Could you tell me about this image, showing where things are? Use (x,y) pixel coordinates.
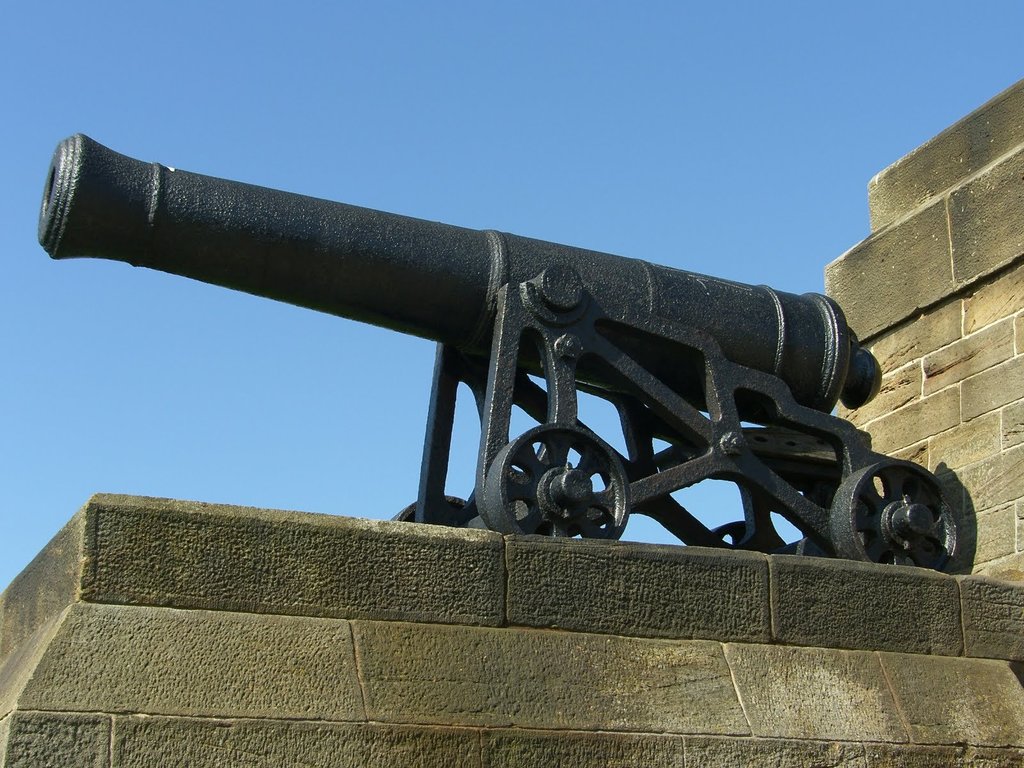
In this image there is a wall (307,660) at the top (117,194) there is a cannon (493,295), in the background (277,77) there is the sky (298,324).
